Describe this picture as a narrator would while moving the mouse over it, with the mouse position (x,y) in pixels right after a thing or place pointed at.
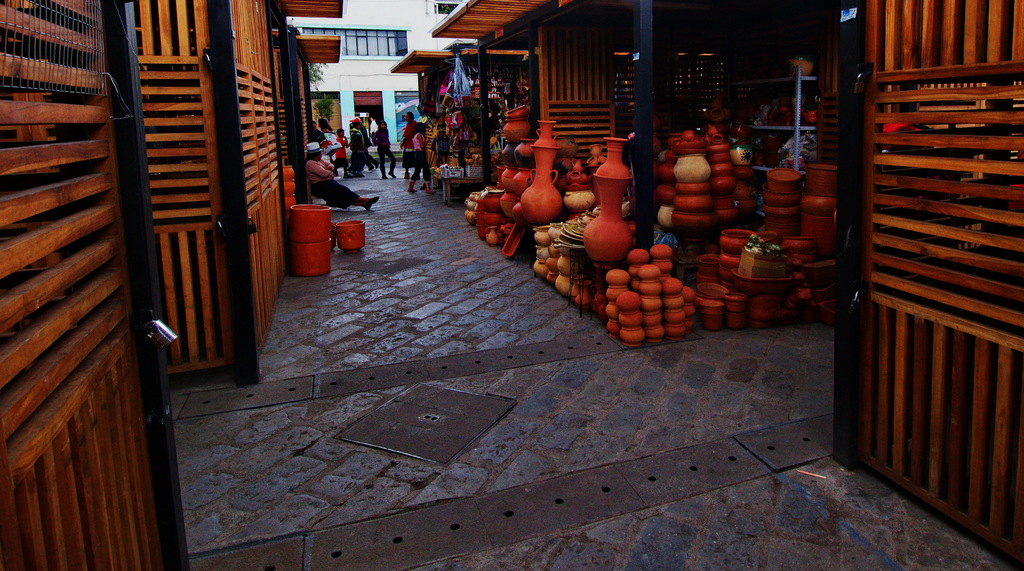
In the image we can see some stores (461,151) and few people (358,121) are standing and walking and there are some wooden sheds (135,121). Top of the image (313,26) there is a building (323,82).
